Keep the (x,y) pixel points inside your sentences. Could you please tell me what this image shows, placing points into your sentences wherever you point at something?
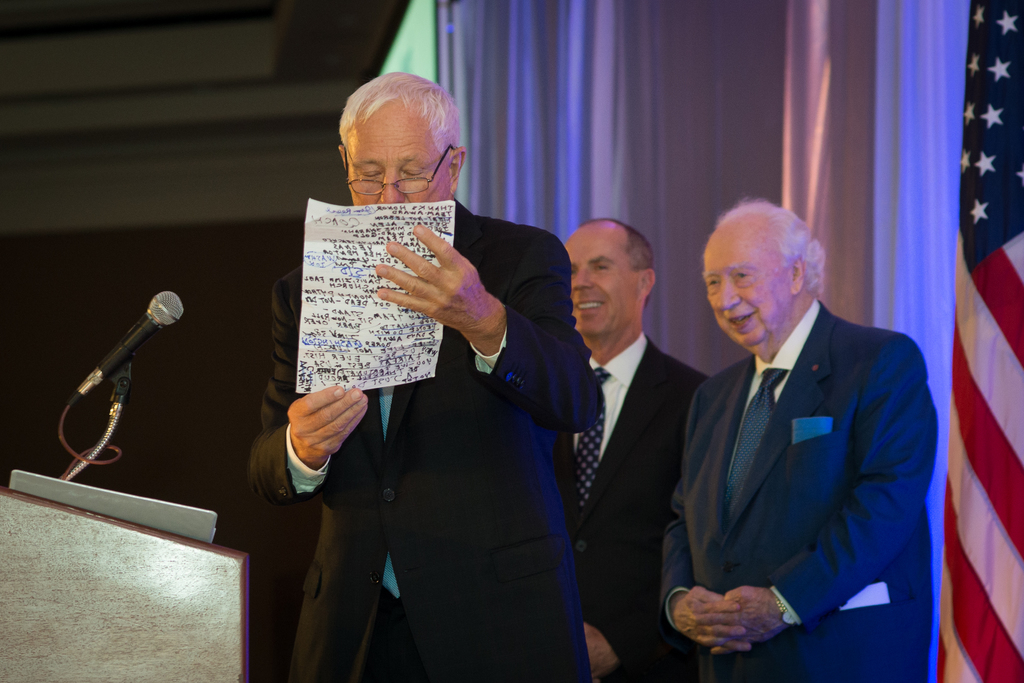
In the image we can see there are people (598,407) standing and they are wearing formal suit (493,469). There is a man (389,489) standing near the podium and he is holding paper (413,311) in his hand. Behind there is a flag (964,453).
